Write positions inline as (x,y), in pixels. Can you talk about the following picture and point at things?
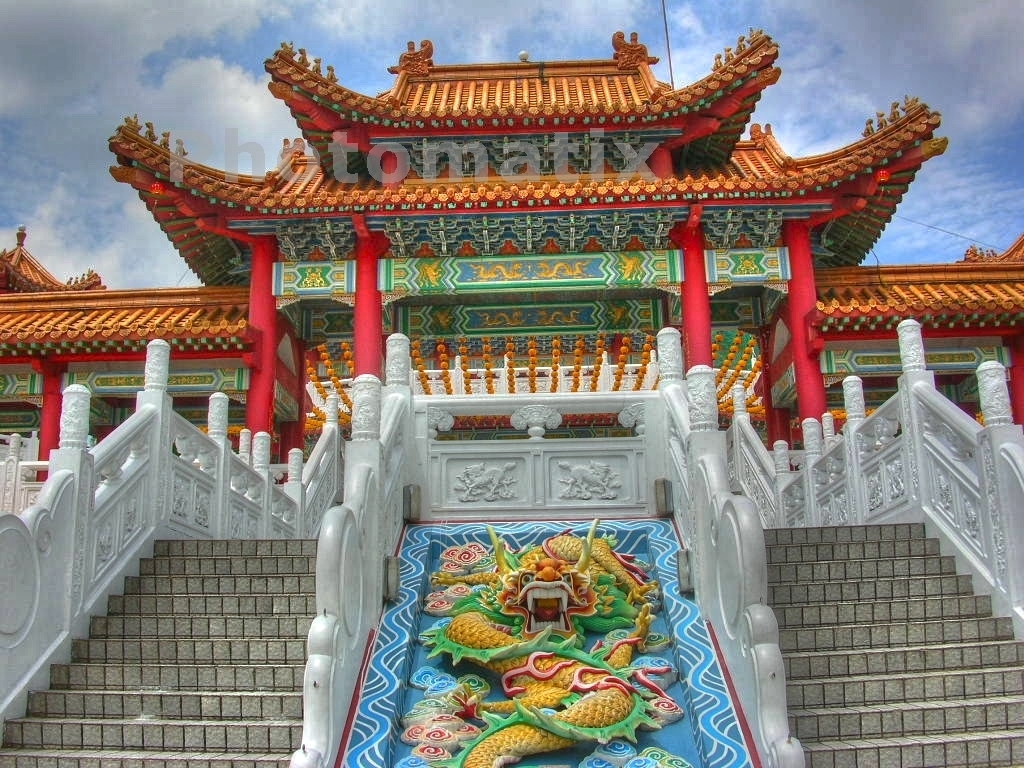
In this picture I can see building (769,343) and I can see stairs (879,589) and a blue cloudy sky (65,64) and I can see watermark (293,140) at the top of the picture (346,137).
